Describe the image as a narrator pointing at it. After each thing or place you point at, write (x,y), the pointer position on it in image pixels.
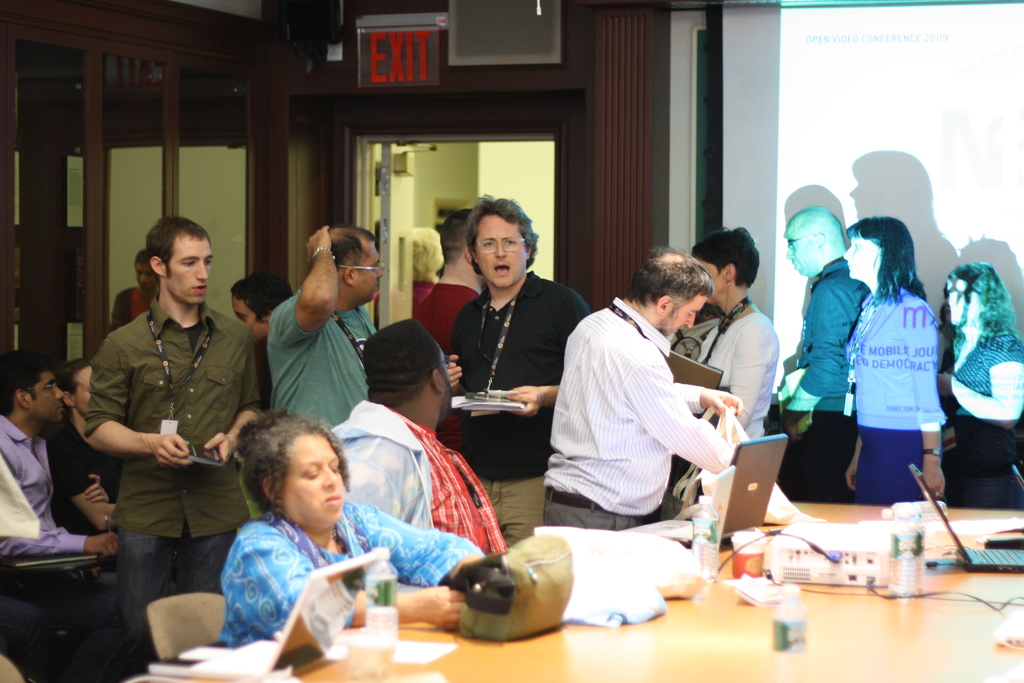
In this picture we can see a group of people (488,416) some are standing and some are sitting and in front of them there is table (575,648) and on table (442,634) we can see bottle (380,595), bag (498,592), laptop (726,495), bowl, projector (840,571) and in background (151,148) we can see windows (237,155), door (407,158), screen (864,99), pillar (663,51).
